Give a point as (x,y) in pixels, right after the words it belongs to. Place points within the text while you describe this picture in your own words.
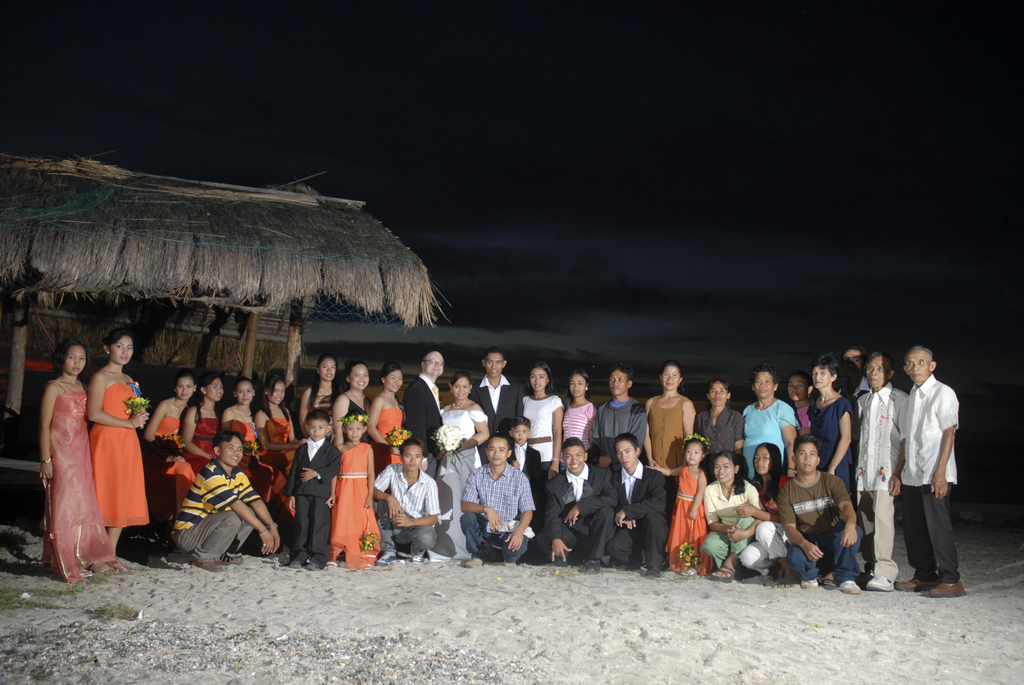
There are a large group of people (364,505) standing in front of a beach (275,577) and they are posing for the photo, in between them there is a wedding couple (417,415) and behind these people (61,352) there is small hut (288,235) and in the background (630,180) there is a sky (661,129).
